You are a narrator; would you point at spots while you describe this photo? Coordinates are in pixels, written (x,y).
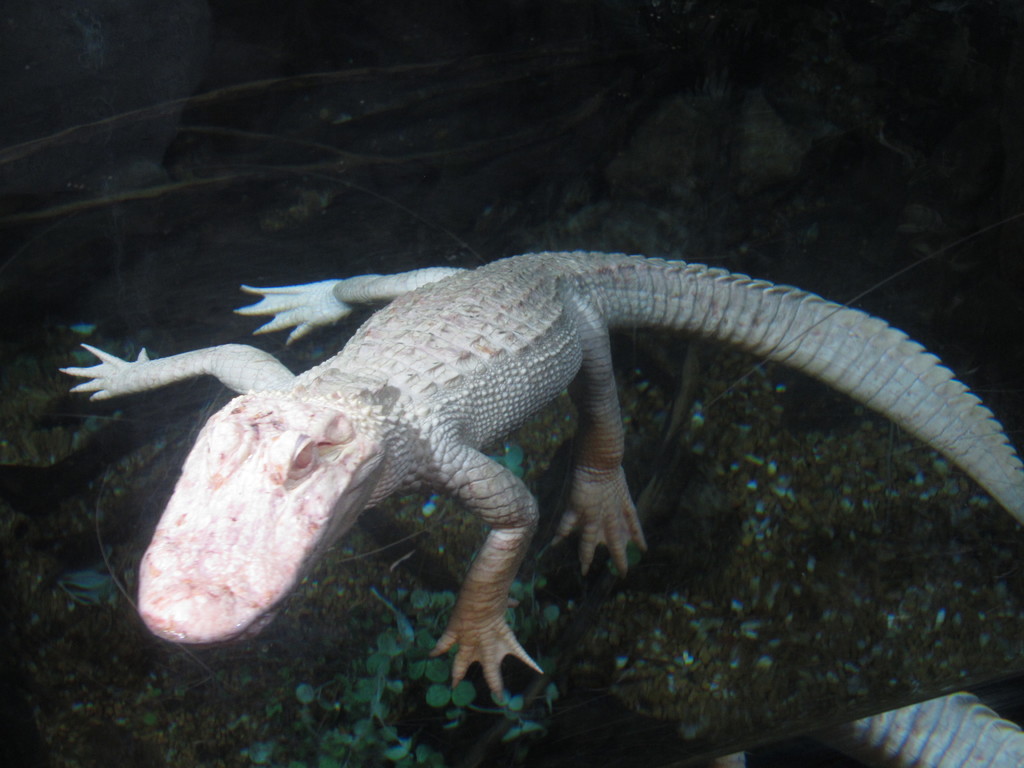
Here we can see reptile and leaves (434,670).
